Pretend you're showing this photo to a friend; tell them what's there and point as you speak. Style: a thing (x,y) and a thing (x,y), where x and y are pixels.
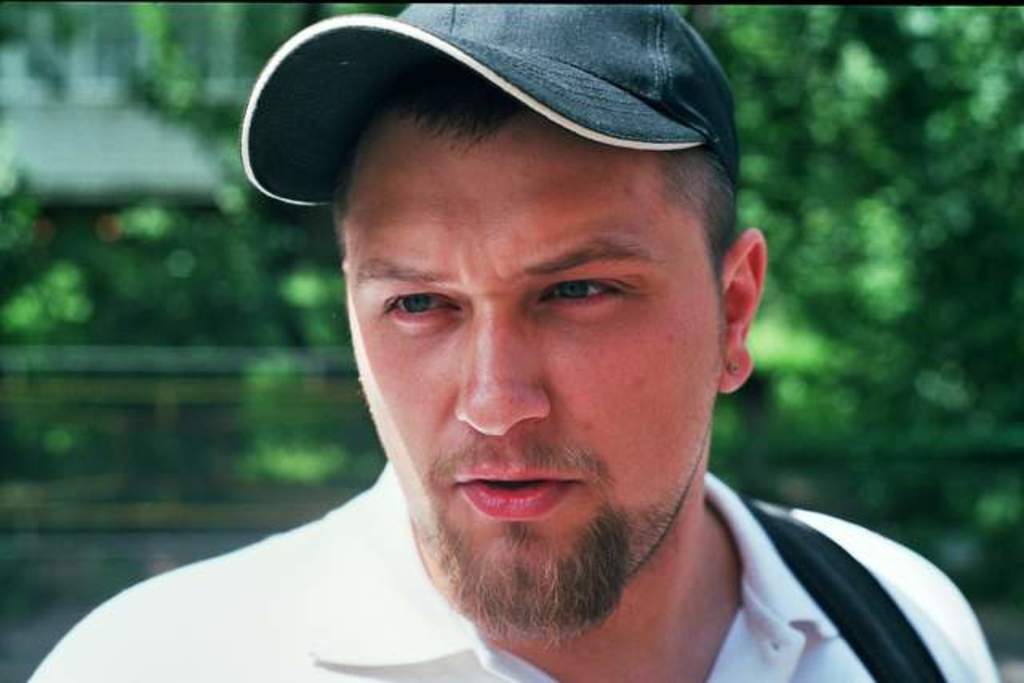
This picture seems to be clicked outside. In the foreground (697,524) we can see a man (380,538) wearing a cap (553,86). In the background (153,180) we can see a building like object (122,132) and the green leaves (185,264). The background of the image (840,368) is blurry.
